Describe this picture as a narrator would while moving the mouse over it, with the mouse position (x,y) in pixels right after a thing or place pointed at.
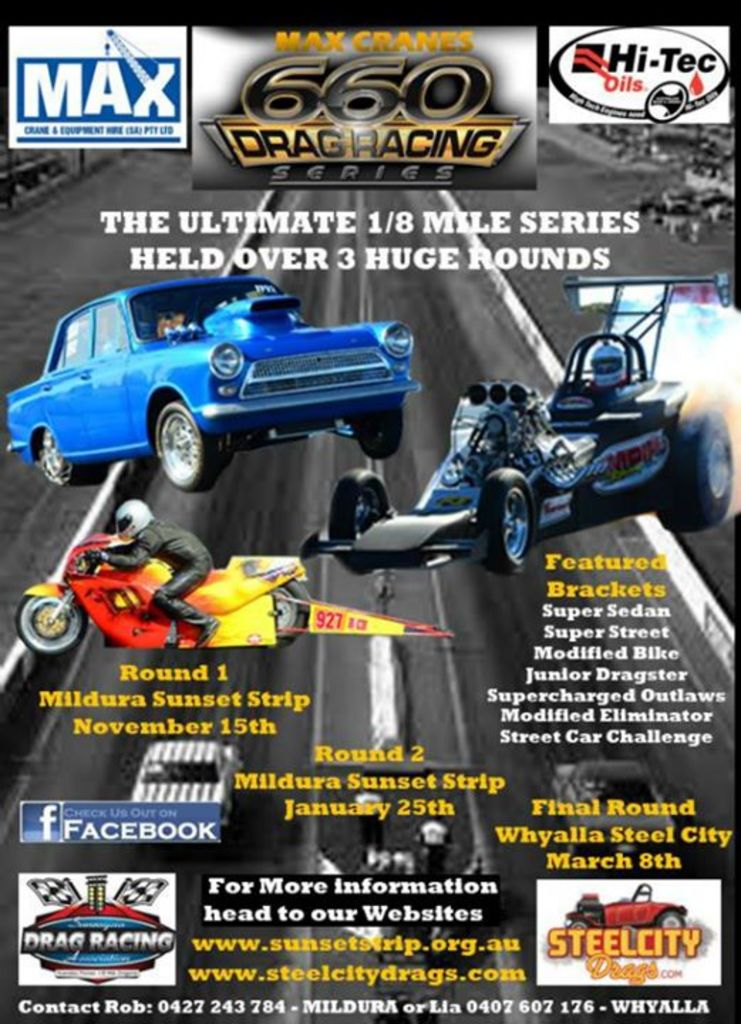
In this image, this looks like a poster (504,412). I can see the vehicles (285,361). Here is a person (184,586) sitting on the motorbike (209,615). This is the road (368,643). These are the letters (588,938) and logos (133,86) on the poster (437,752).
